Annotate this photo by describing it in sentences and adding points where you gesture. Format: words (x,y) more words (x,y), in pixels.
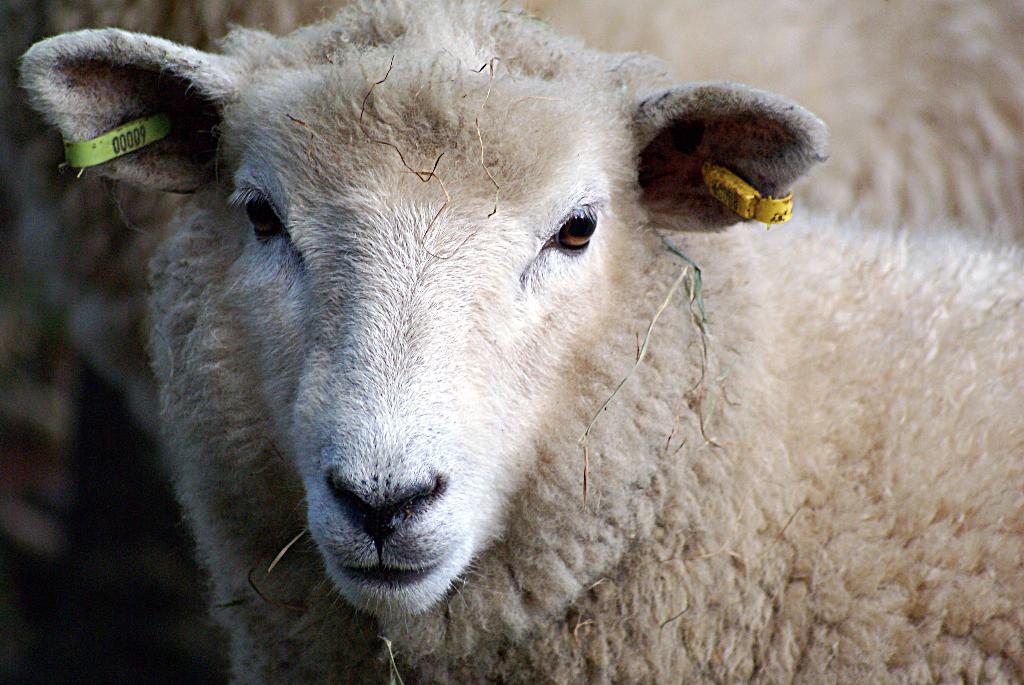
In this picture we can see an animal (161,393) and in the background (900,50) it is blurry.
